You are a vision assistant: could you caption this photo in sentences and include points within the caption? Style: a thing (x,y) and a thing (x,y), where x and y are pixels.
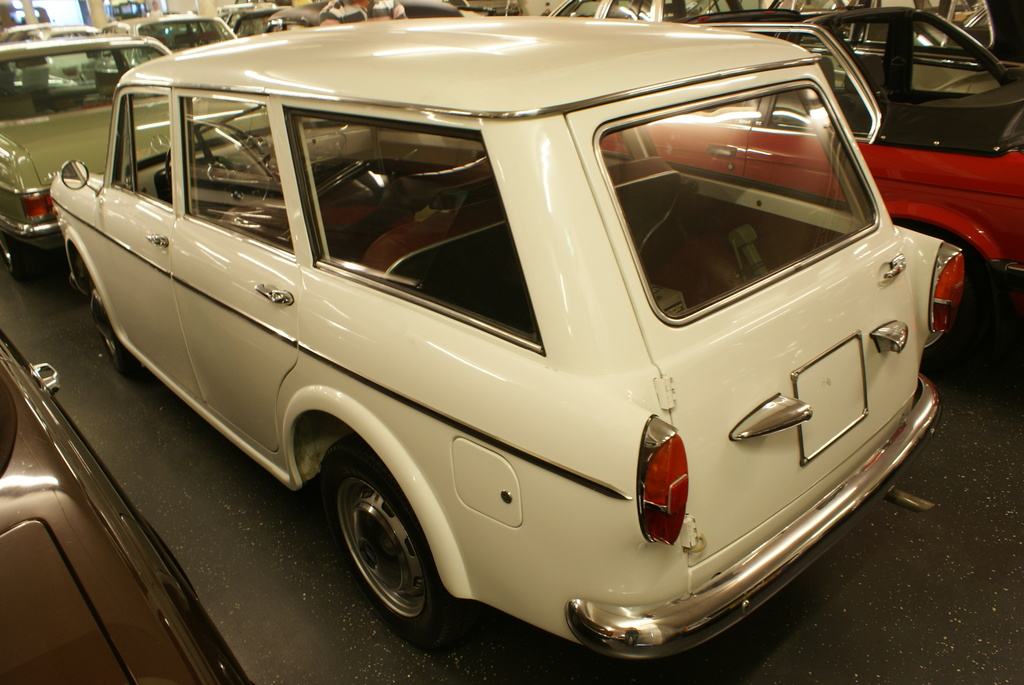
This image consists of cars (767,387). In the middle (400,284) there is a car (674,338) which is in white color. It has tail lights (680,455), tyres (355,476), windows (464,161), handles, mirrors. Beside that there is a red car (933,197).
